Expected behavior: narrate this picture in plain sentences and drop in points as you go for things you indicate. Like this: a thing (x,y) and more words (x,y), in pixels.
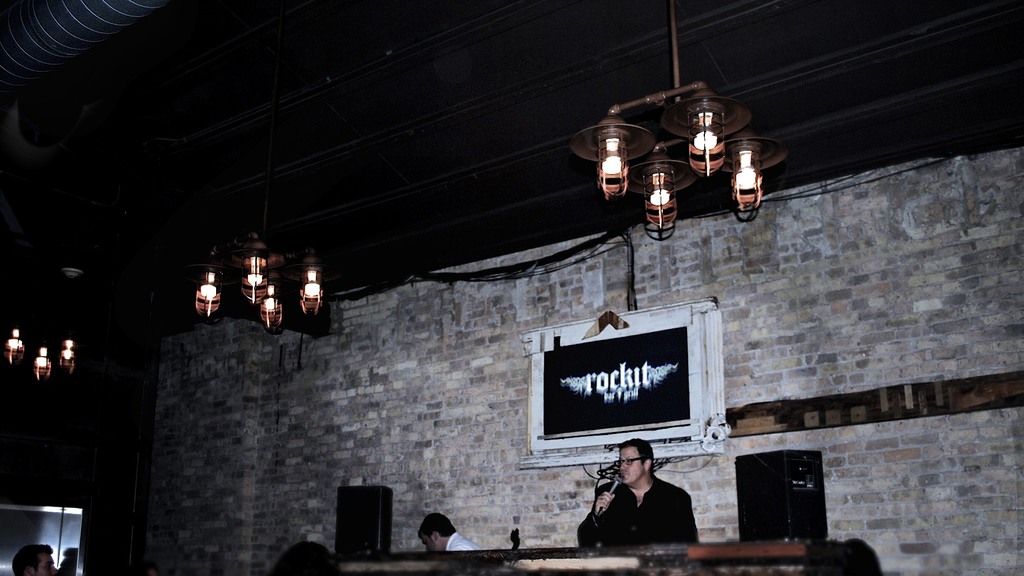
In this picture there is a man (605,501) wearing black coat (669,504) standing and singing. Beside there are two black color speaker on the table (787,566). In the background (322,543) there is a brick wall (504,362) and three chandeliers (251,268) hanging on the top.
